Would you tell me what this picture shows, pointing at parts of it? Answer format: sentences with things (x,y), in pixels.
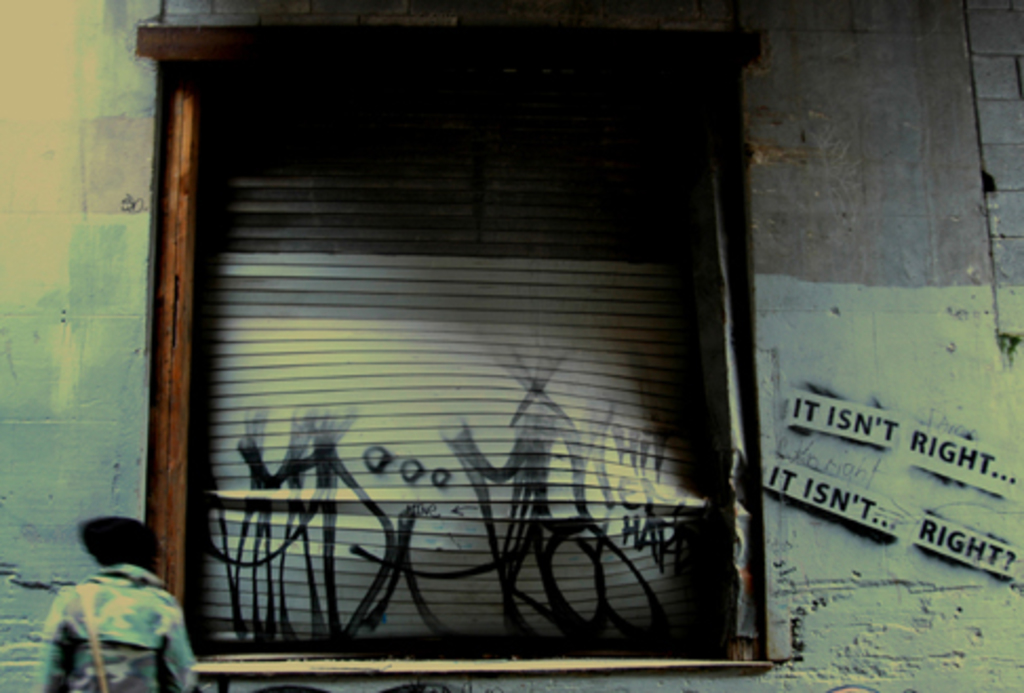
In this image there is a person (97,634) standing in front of the wall (884,669), in the middle of the wall (187,20) there is a window (747,313), on the right of the wall (811,464) it is written as, it isn't right, it isn't right.
